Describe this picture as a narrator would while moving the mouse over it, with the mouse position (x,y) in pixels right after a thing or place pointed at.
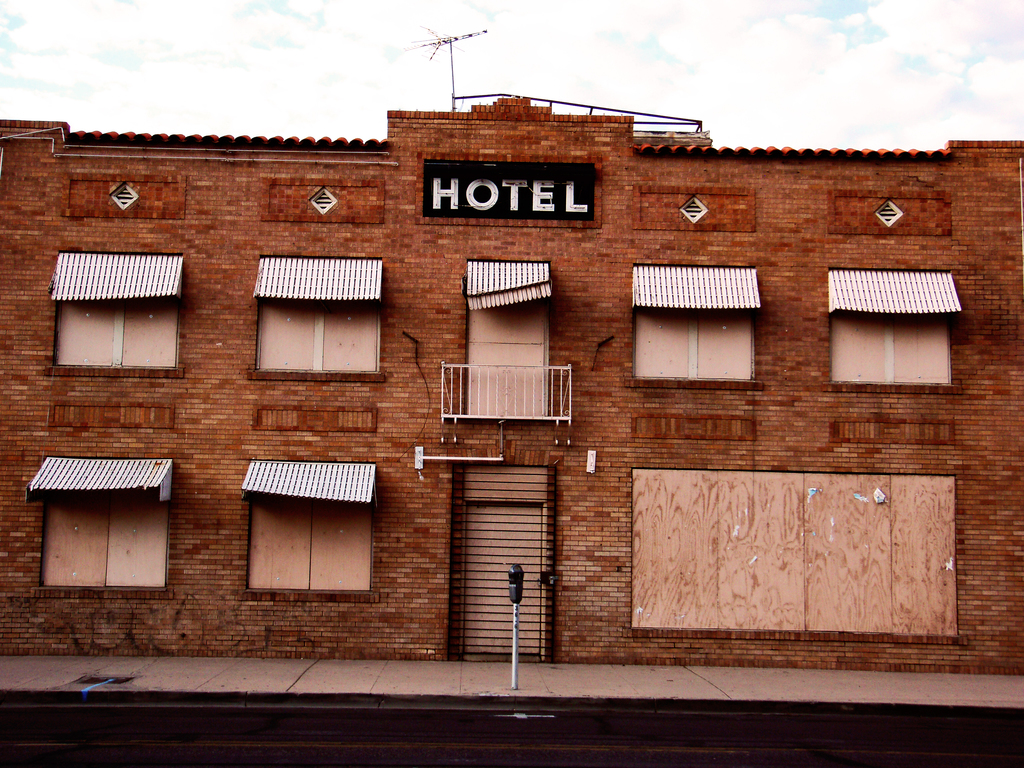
In the image we can see there is a building (482,536) made up of red bricks (565,433) and there are windows (542,365) to it. There is a network pole (451,60) on the top (456,35) and it's written ¨HOTEL¨ on the building (52,615).
